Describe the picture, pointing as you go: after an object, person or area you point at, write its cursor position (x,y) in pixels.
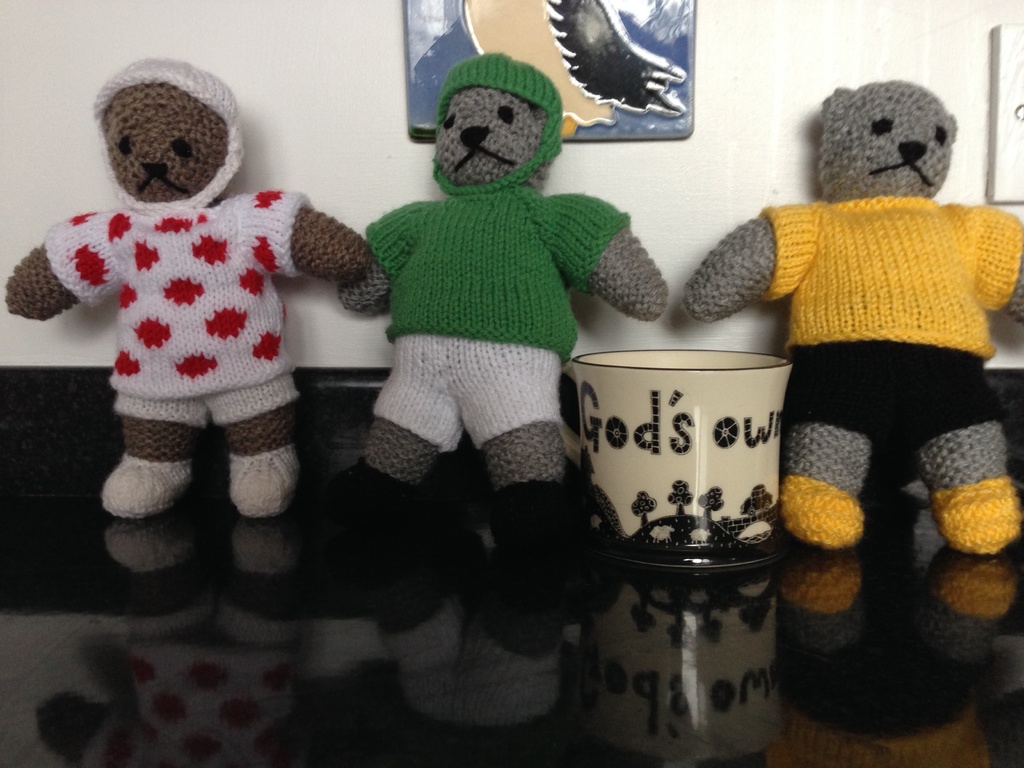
Here we can see toys (548,178) and a mug (703,451). In the background (552,66) there is a frame (600,108) on the wall (696,111).
